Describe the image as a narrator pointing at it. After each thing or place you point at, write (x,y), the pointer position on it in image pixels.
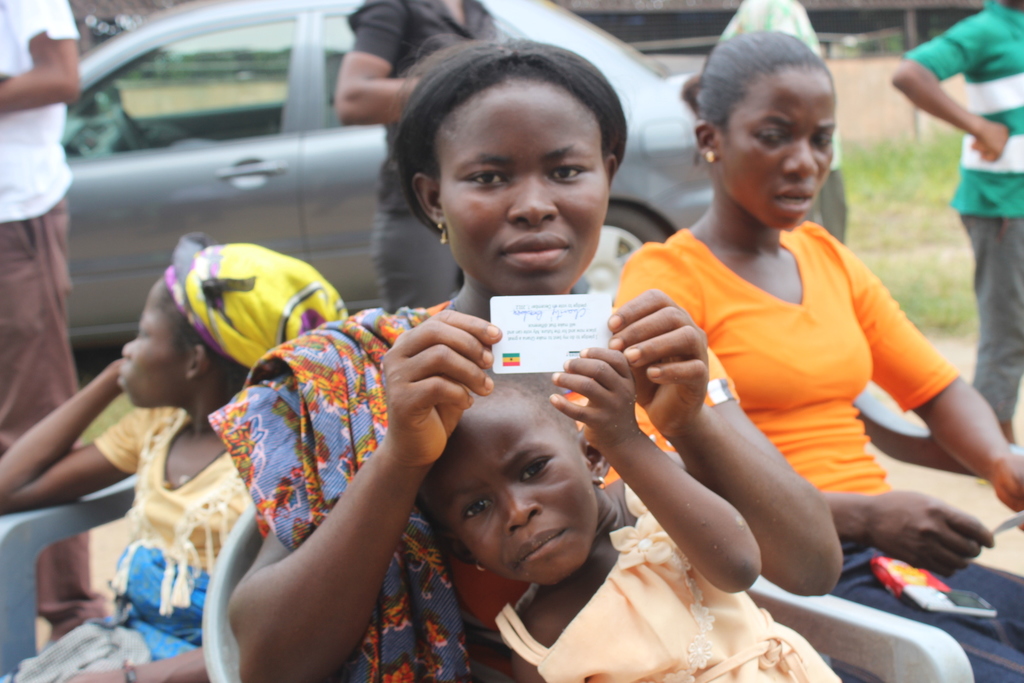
In this image we can see there are few people (308,587) sitting on the chair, in front of them there is a baby (596,582) on their lap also they are holding card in the hand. we can also see there is a car (255,205) on the road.
